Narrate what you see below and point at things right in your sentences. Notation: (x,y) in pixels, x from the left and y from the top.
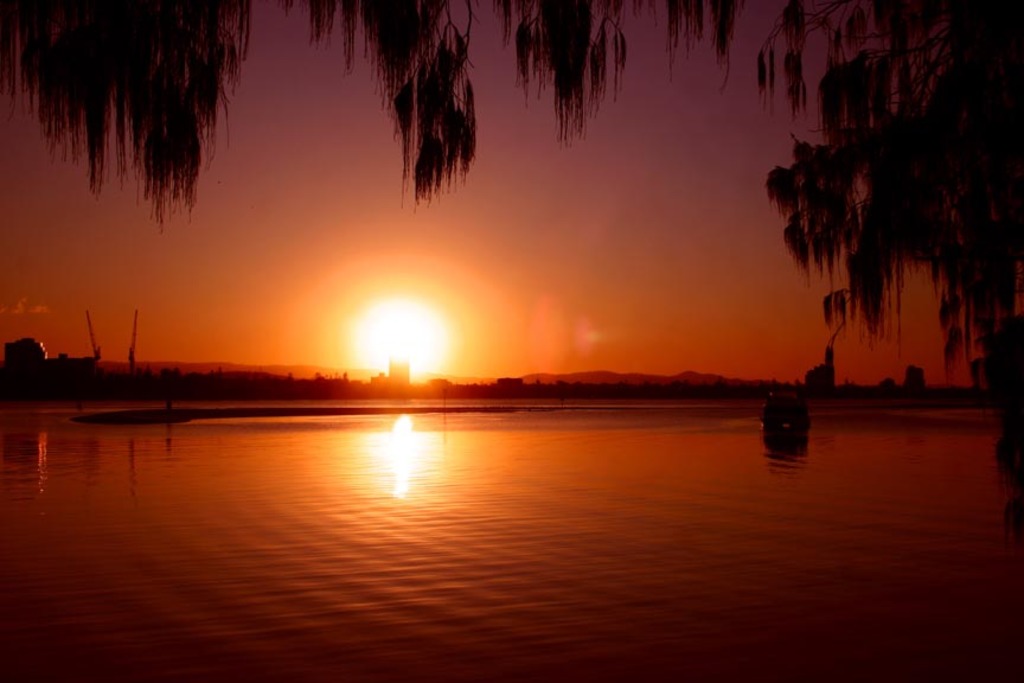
In this image there are boats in the water (552,570). There are trees (979,145), buildings (67,356), cranes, mountains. At the middle of the image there is sun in the sky (390,272).
